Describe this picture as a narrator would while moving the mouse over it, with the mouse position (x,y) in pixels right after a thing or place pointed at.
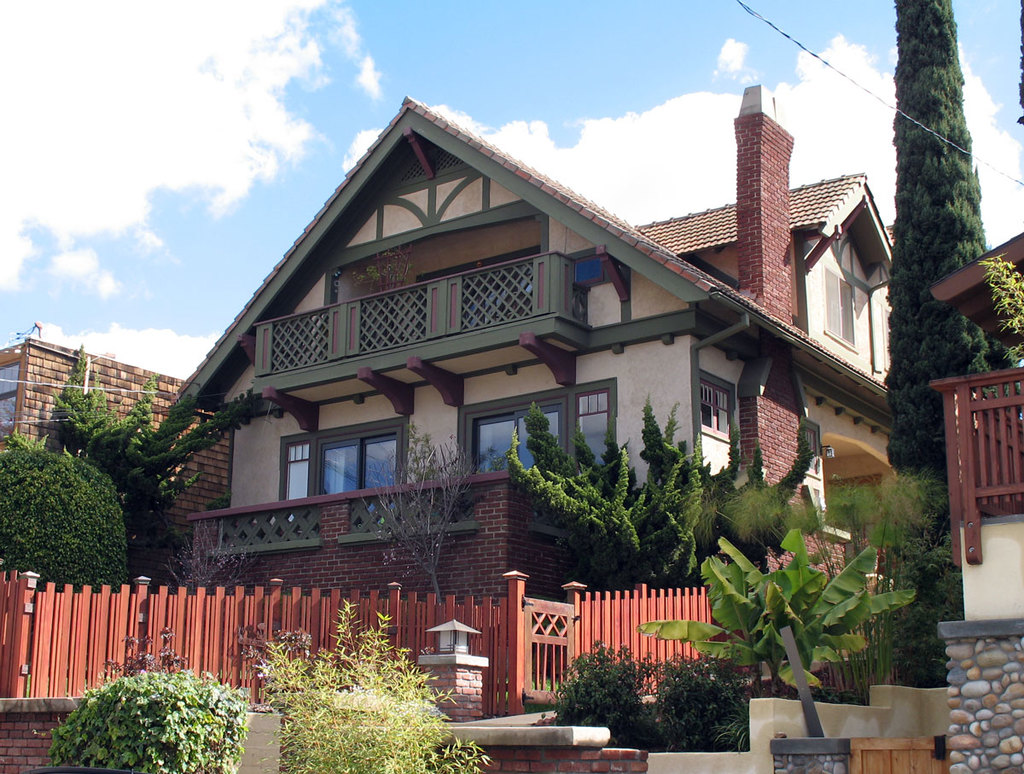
There is a building (462,426) with windows (374,444) and balcony (466,332). Near to the building (342,433) there are many trees (436,534). Also there is a compound wall (434,620). In the background (266,120) there is sky (655,97) with clouds (647,135). And there are brick walls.
